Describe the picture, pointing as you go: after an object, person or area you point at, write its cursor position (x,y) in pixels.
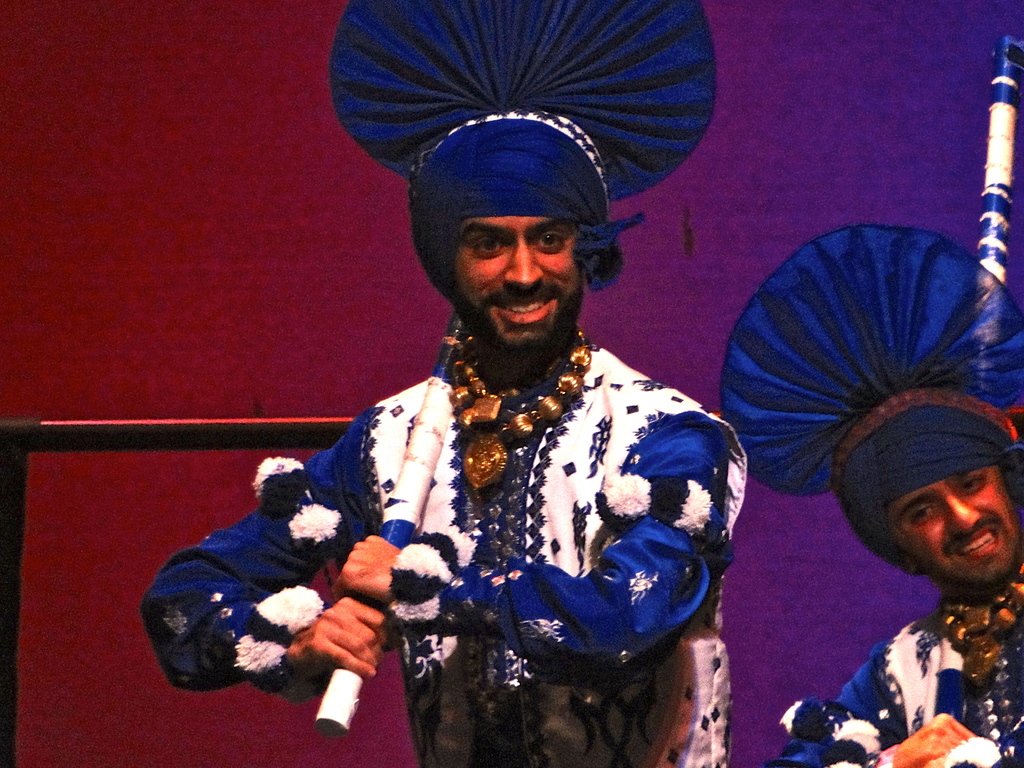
This is the man (517,504) standing and smiling. He is holding an object (328,696) in his hands (345,646). He wore a fancy dress (573,642). On the right side of the image (933,635), I can see another person (966,628) standing and smiling. The background (295,286) looks maroon in color.
